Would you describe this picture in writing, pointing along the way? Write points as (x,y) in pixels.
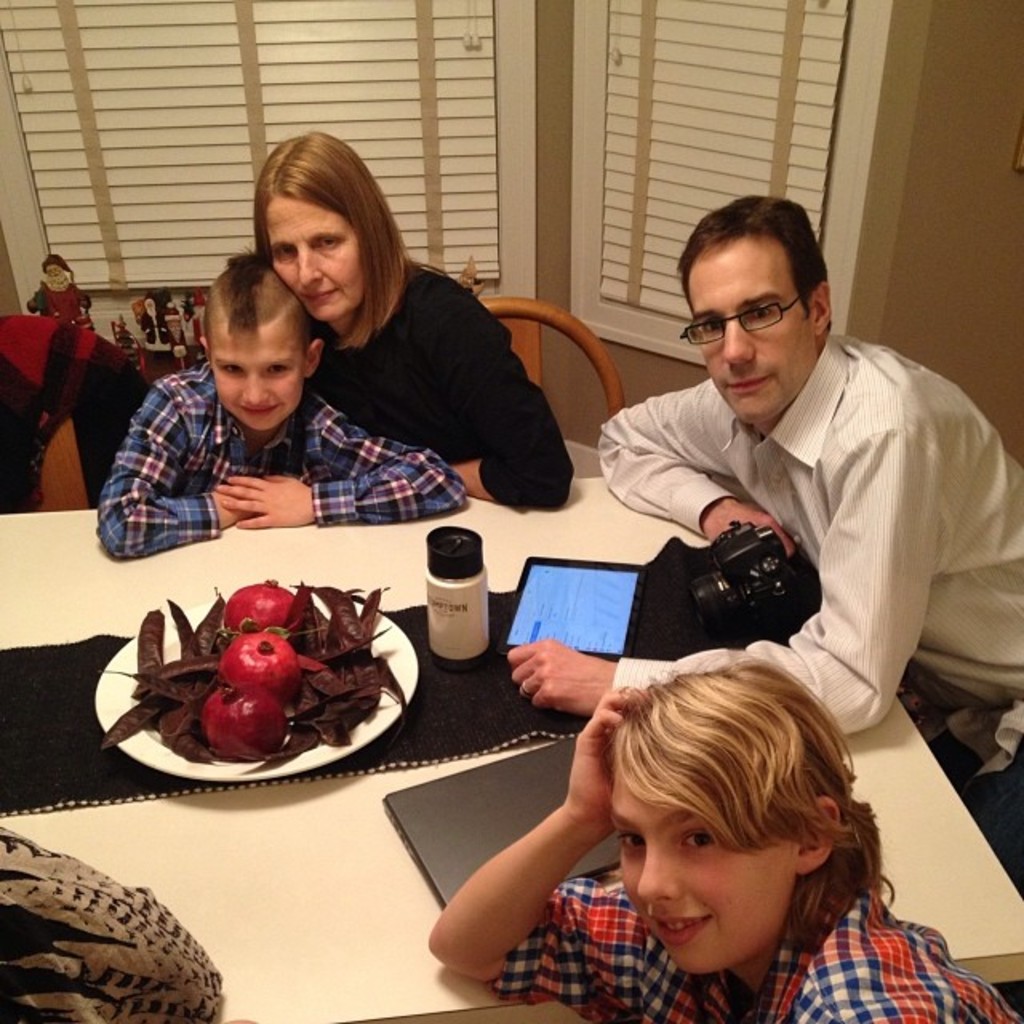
This picture describes about group of people (693,707), a man (851,660) is seated on the chair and he is holding a camera (759,557) in his hand (769,517), in front of them we can find a plate (174,654), bottle (469,607), a laptop (406,795) on top of the table (386,555).
